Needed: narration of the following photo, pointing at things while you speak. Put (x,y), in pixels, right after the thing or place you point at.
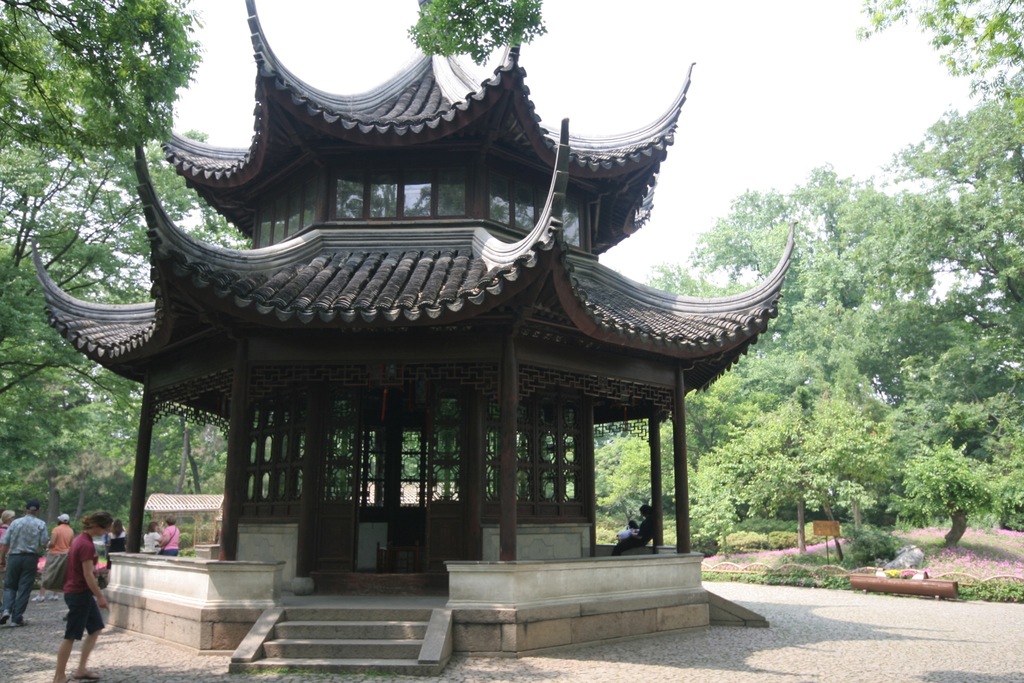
This picture might be taken from outside of the city and it is sunny. In this image, on the left side (72,242), we can see a group of people (170,521), trees (62,498). In the middle of the image (541,434), we can see a building (545,539), in the building (665,563), we can see a person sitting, pillars (503,465). On the right side (864,209), we can see some trees (1009,202). At the top (825,50), we can see a sky (813,0), at the bottom (852,614), we can see a grass (1021,533) and a land (754,602).
